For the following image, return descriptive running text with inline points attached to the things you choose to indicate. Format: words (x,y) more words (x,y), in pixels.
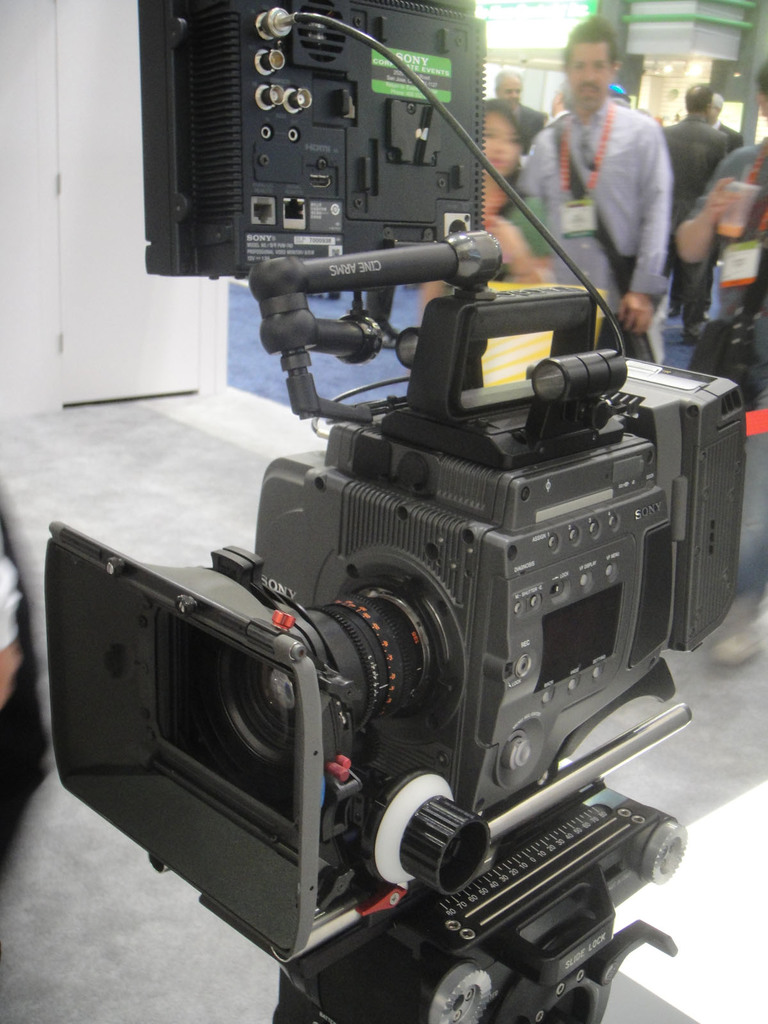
In this image I can see a camera (606,558) and system (347,172) attached to the camera (200,679) kept on floor (73,883), in the top right (748,179) I can see persons (706,135).
